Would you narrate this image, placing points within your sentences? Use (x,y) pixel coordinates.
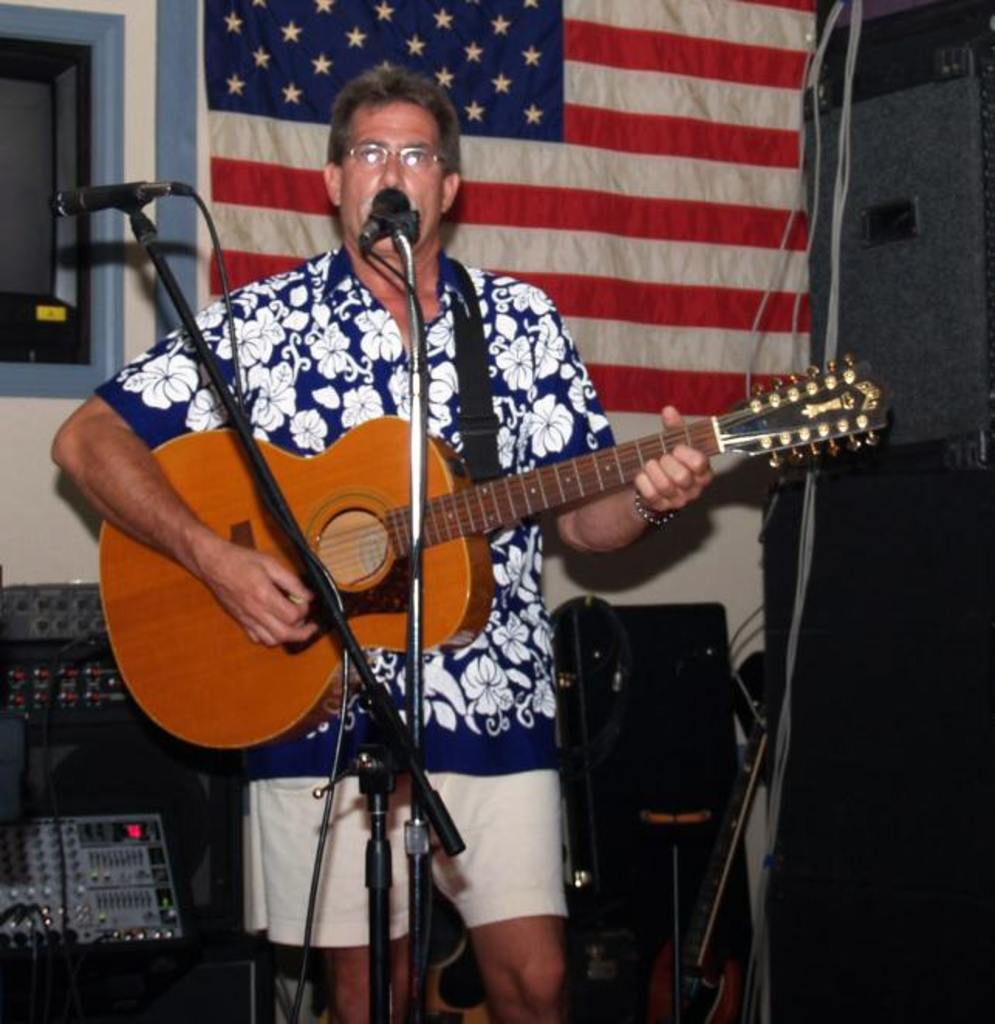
In the Image there is an old man (517,383) with flower shirt (514,632) playing a guitar (373,562) and he is singing on mic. In the background (84,888) there are amplifier (98,773) and on the left side (45,291) corner there is a window (51,159).
